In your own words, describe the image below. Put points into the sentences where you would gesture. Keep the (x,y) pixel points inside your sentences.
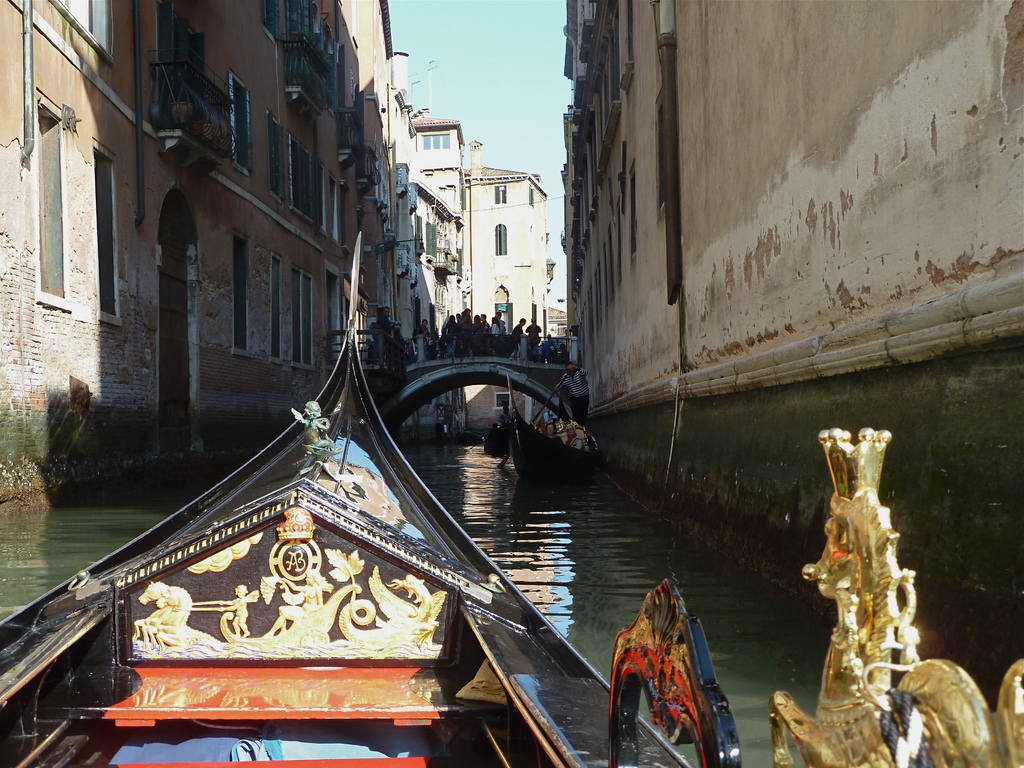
Here we can see boats (534,752) on the water (545,488) and there are group of people (537,349). Here we can see buildings (362,249). In the background (479,118) there is sky (536,78).
